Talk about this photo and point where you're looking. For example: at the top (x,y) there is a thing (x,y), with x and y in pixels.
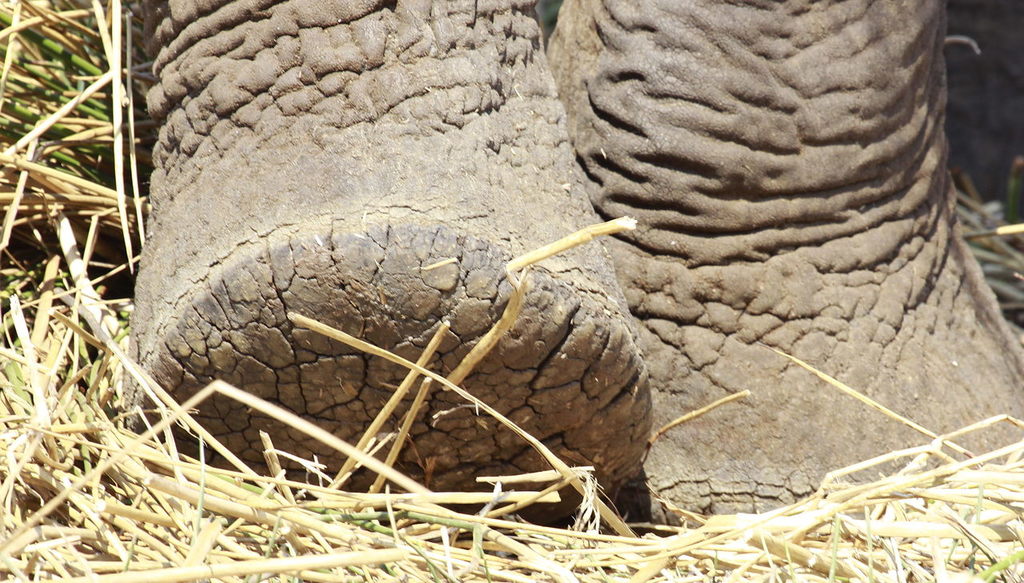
In the center of the image (660,315), we can see elephants legs (609,347) and at the bottom (258,514), there is grass (235,533).
